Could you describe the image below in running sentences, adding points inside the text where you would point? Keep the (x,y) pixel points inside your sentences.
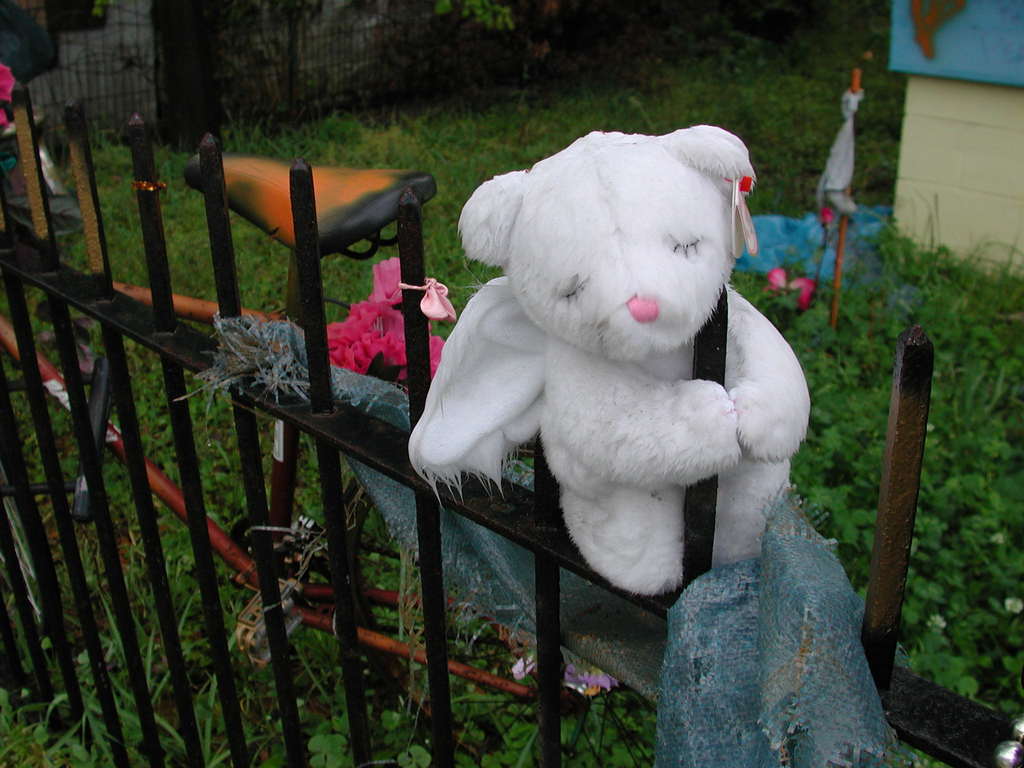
In this image in front (383,434) there is a metal fence (335,486) and there is a toy (676,358) and a cloth (372,396) on the metal fence (686,573). There is a cycle (420,184). At the bottom of the image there is grass (931,333) on the surface (622,81).
